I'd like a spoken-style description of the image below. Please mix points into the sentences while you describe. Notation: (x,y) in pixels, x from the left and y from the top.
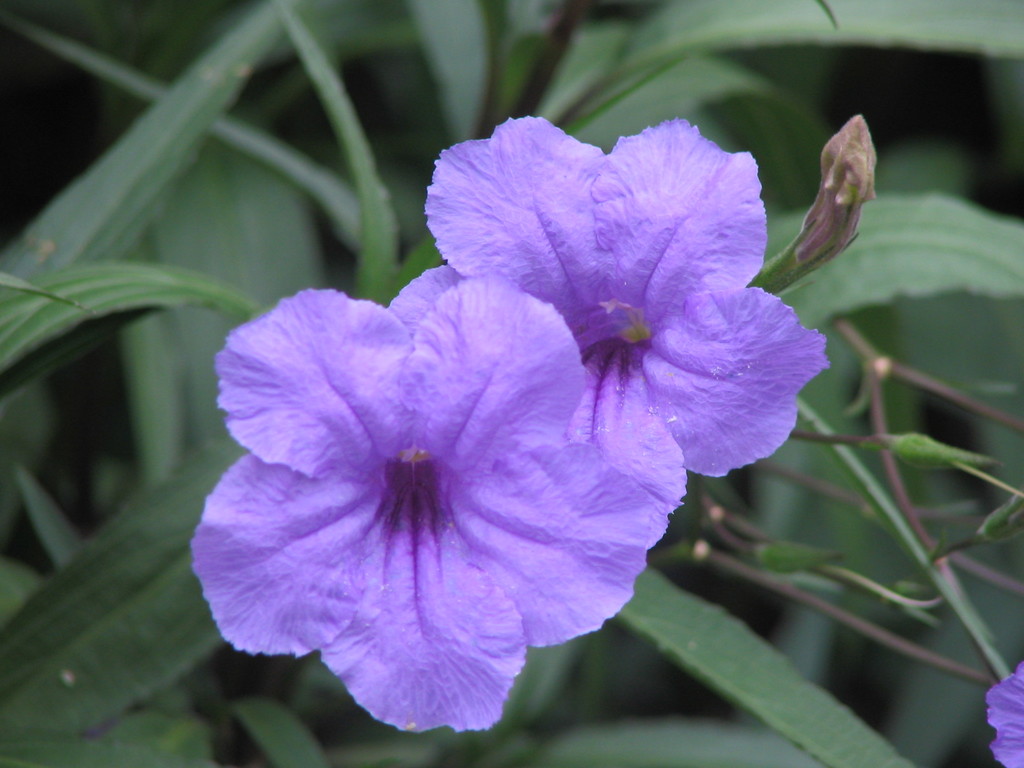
In this image there is a plant (295,385) having flowers (551,422), bud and leaves (249,129).
